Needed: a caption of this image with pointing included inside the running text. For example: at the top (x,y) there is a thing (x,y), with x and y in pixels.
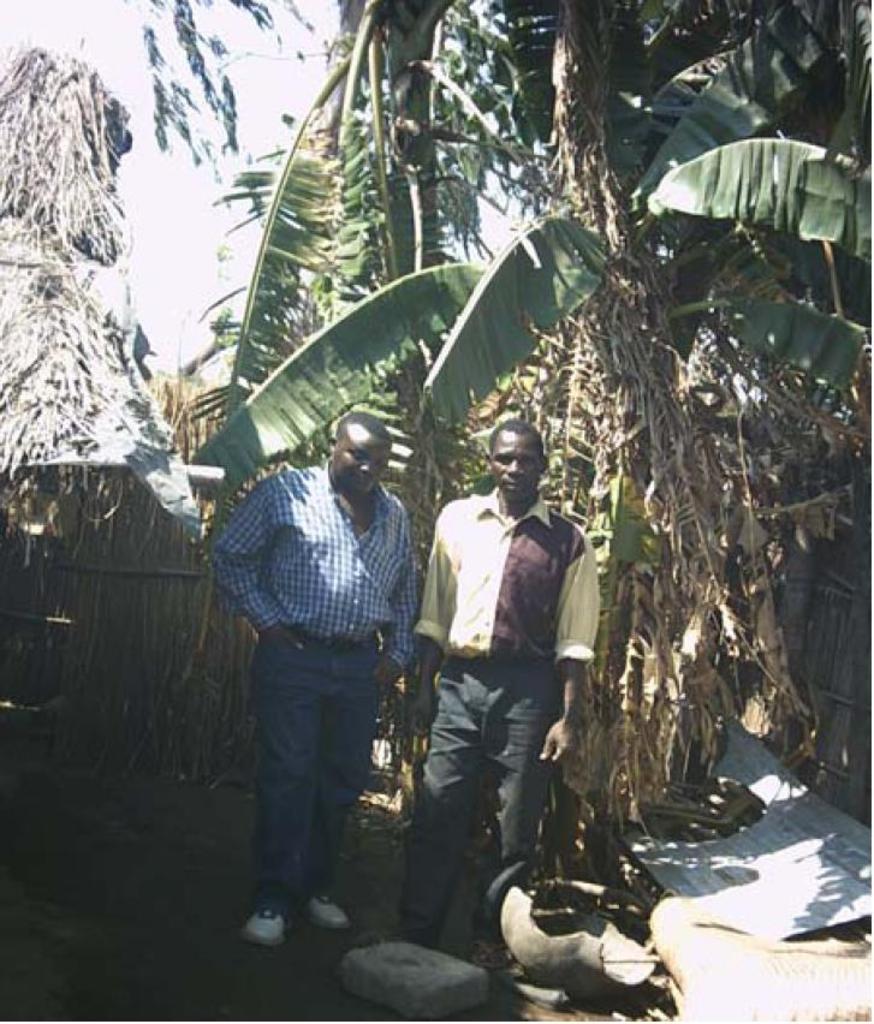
In the middle of the image (303,589) we can see two men (585,566) standing on the ground (299,931). In the background (400,194) we can see trees (583,253), rocks (375,993) and a broken pot (590,927).
